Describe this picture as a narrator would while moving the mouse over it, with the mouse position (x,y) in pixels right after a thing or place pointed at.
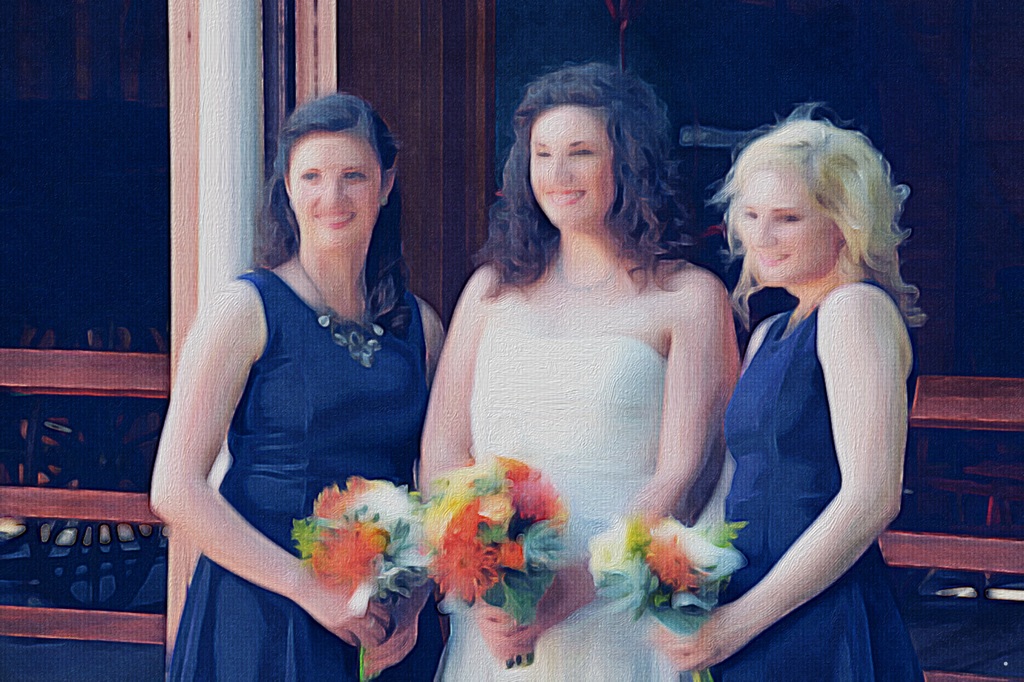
In this image we can see three women's (290,393) with smiling faces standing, holding flowers (332,550) with stems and leaves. There are some objects (60,576) in the background (1011,588), the image is blurred and the background (0,220) is dark.
